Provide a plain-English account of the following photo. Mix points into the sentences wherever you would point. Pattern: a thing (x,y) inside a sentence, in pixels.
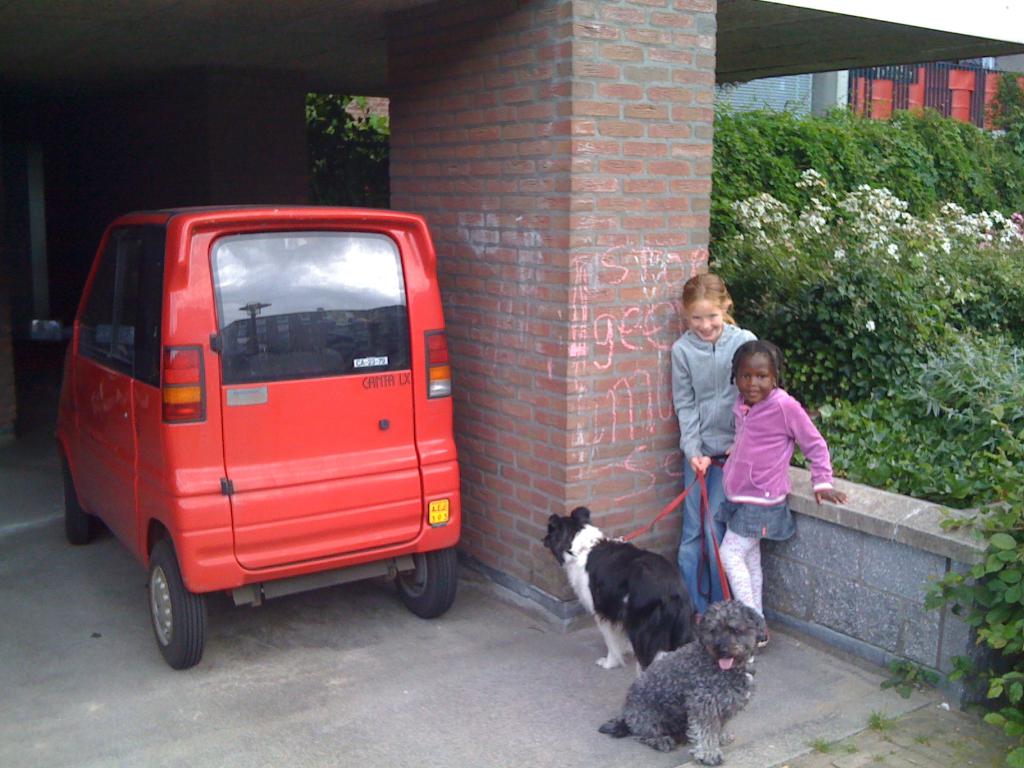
In this picture we can see a vehicle (299,334) beside to the pillar (643,121) and here we can see two girls (722,358) smiling and holding two dogs (713,616) with ropes (706,500) and in background (359,113) we can see building (815,95), trees (871,163).
